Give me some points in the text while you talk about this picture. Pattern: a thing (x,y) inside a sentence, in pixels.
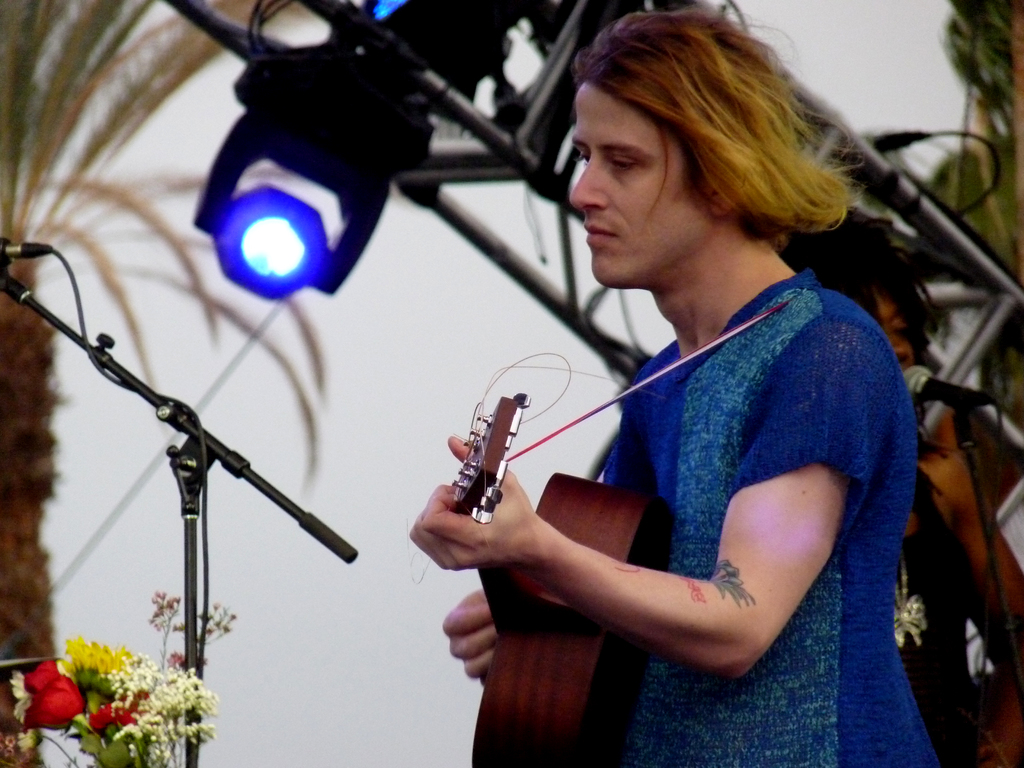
In this image there are two persons (868,331) one is holding a guitar (622,502) in his hands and another is standing behind him, in front of them there are mics (918,371), in the background (292,138) there is a light (289,158), on the left (170,721) there are flowers (139,676).
